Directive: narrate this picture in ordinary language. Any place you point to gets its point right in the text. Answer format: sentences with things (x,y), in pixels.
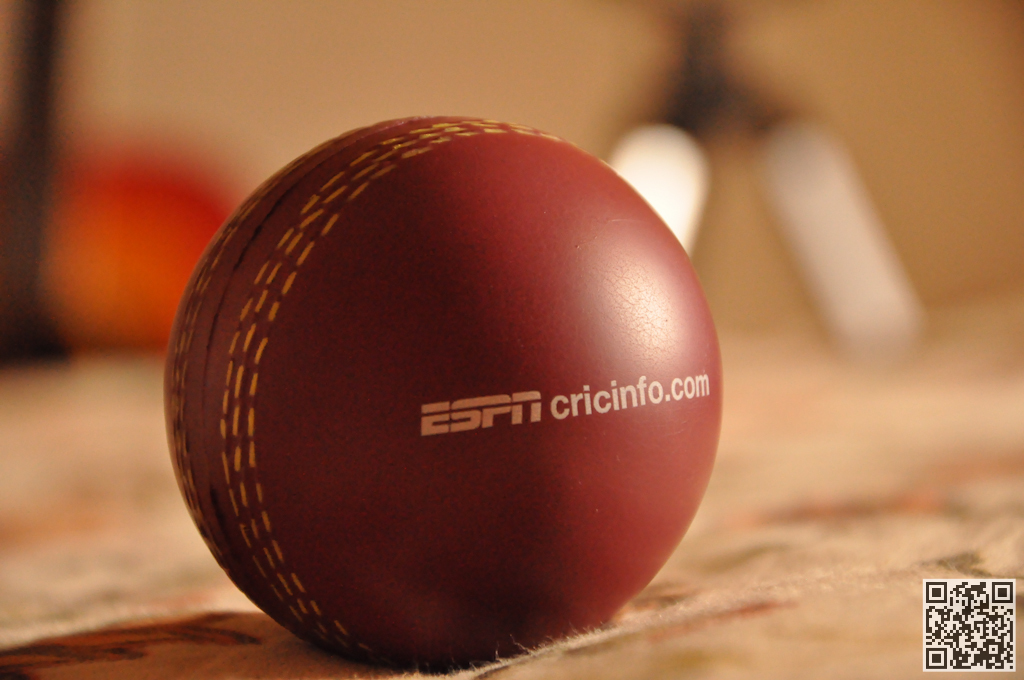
In the image there is a cricket ball (490,451) on the floor (262,663) and the background (519,26) is blurry.
